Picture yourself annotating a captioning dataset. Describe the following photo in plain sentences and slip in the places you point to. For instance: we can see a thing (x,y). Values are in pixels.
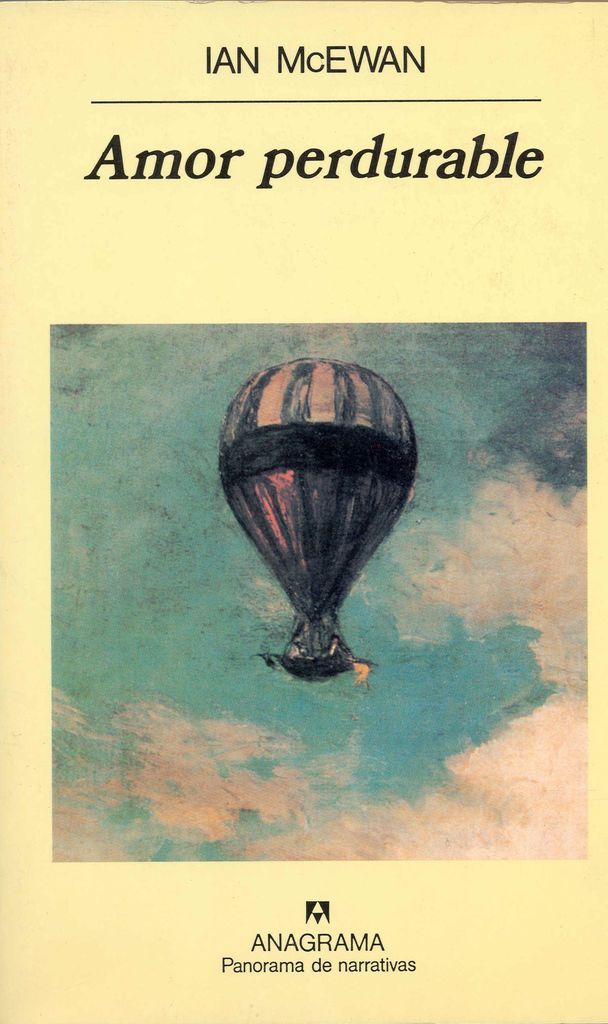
In this picture we can see the book cover (376,209). In the center (355,400) we can see balloon (315,565) which is painting. At the top (179,161) there is a title (495,164). At the bottom (327,966) we can see the publisher's name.
